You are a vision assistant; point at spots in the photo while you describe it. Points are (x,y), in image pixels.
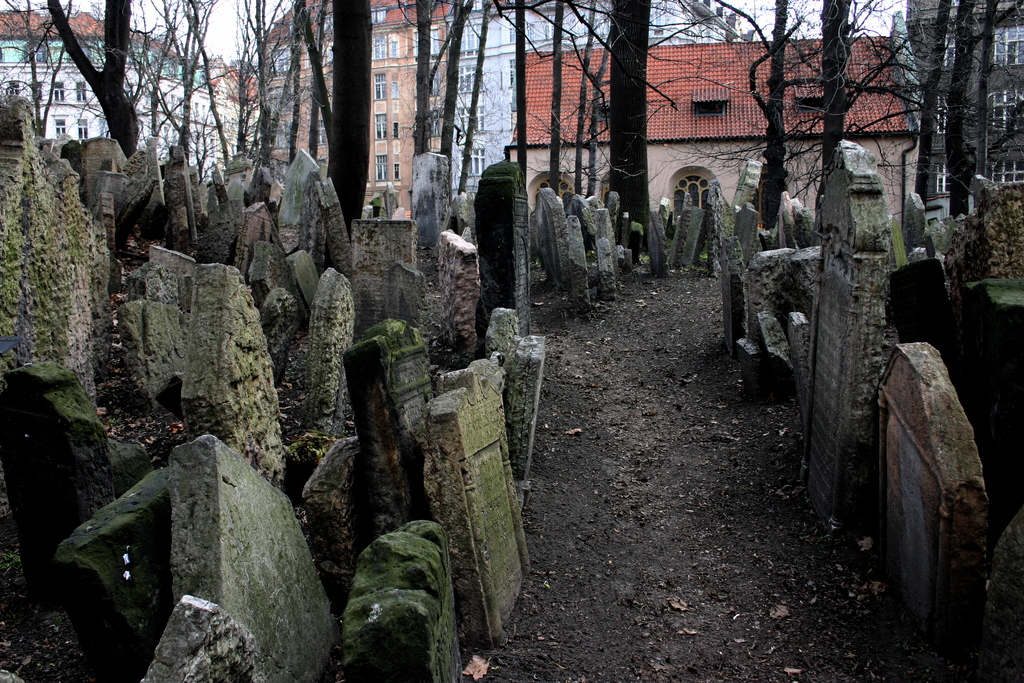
In this image I can see there are few gravestones (847,238), there is some soil (633,477) on the floor (682,436), there are few trees (962,7) and I can see a few buildings (514,139) in the backdrop (72,92) and the sky (242,26) is clear.
